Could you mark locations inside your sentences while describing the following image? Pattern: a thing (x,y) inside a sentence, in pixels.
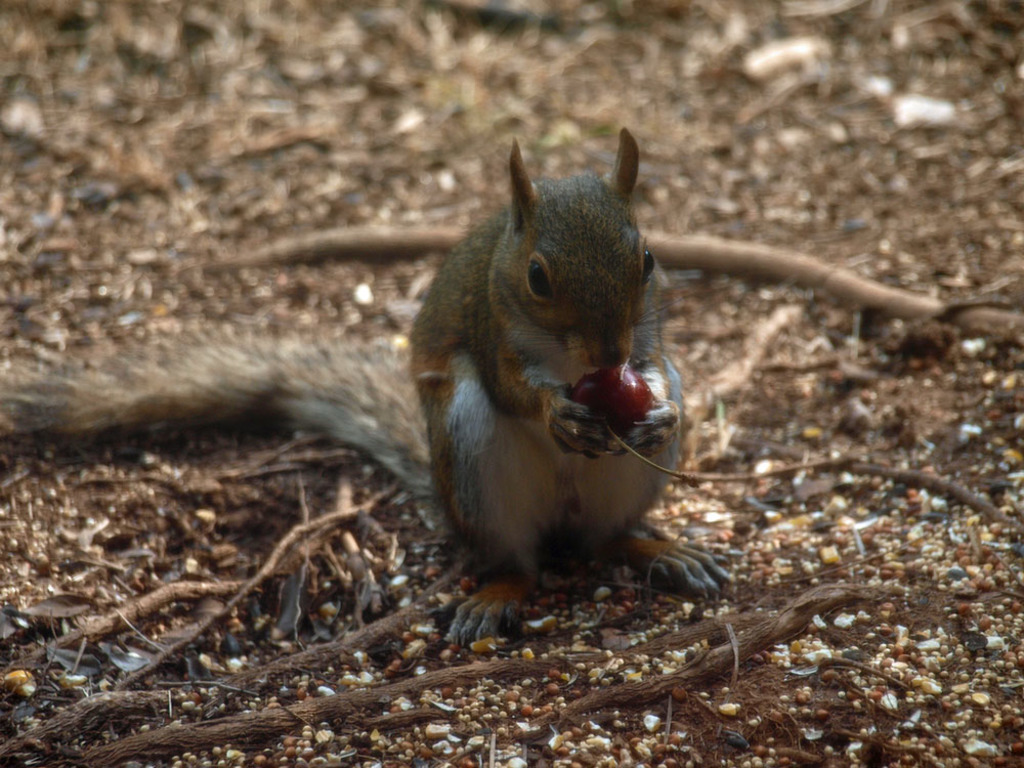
In this image in the center (662,389) there is one squirrel (593,293) who is eating some fruit (623,403), at the bottom (564,607) there is sand (470,657), small stones (902,650) and some roots (159,662).
